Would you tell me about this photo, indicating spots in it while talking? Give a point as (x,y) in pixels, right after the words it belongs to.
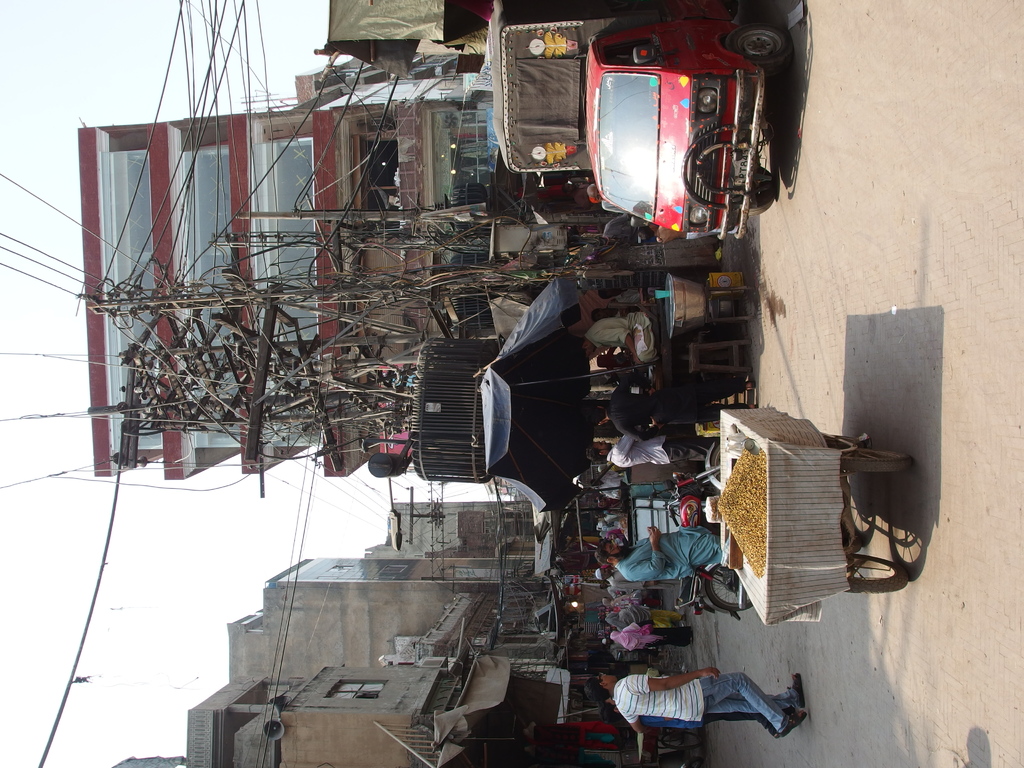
There is a transformer (443,419), two poles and few wires (362,322) and there are few people (711,704) and vehicles (701,597) in front of it and there are buildings (206,183) in the background (349,706).
